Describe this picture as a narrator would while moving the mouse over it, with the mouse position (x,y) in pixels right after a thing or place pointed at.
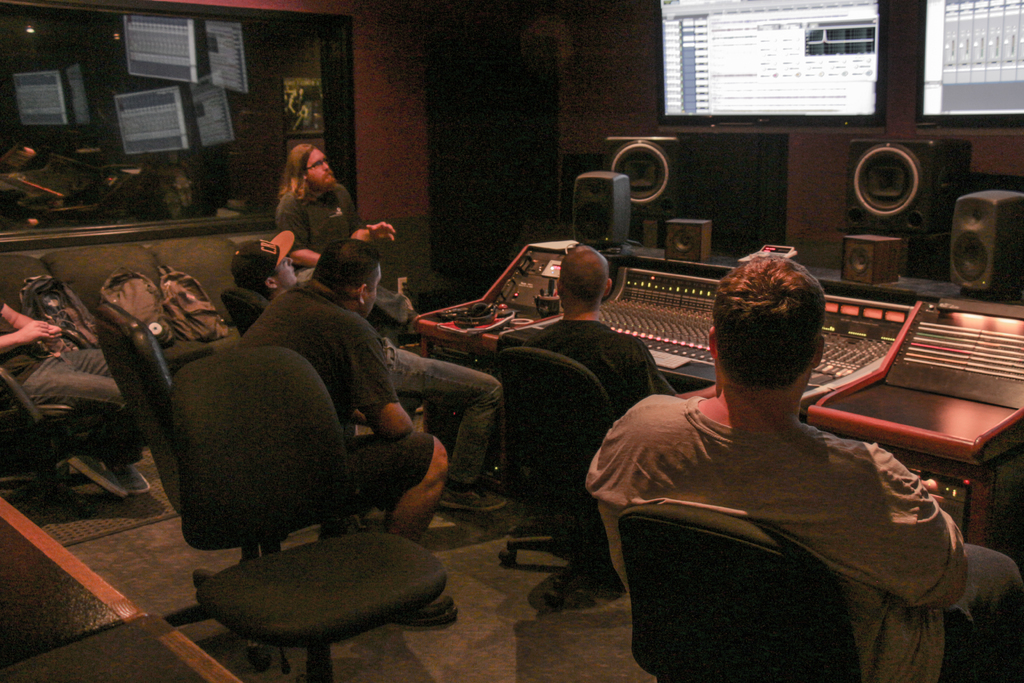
In this picture we can few persons (790,422) sitting on a chairs (749,617) in front of a screen (851,41) and also we can see some electronic devices (904,225) here. We can see one man (304,242) standing over here. He wore spectacles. These are backpacks (174,282). Here we can see a reflection (73,125) on a glass (166,172).
